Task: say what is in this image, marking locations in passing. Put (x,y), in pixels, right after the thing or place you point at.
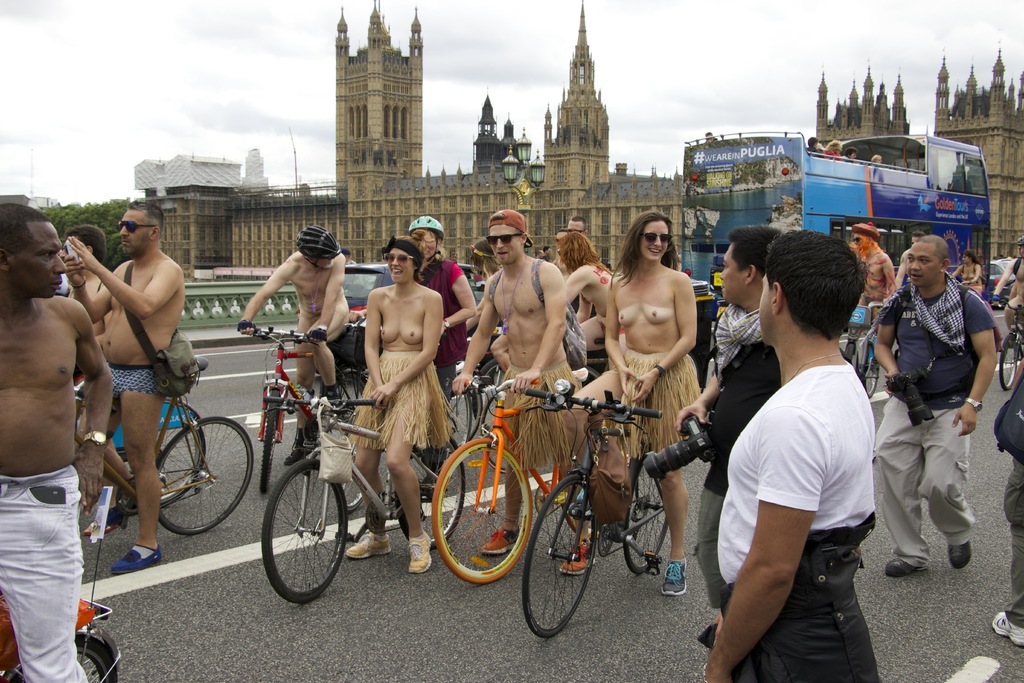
This picture is clicked in the city. Here, we see many people (443,345) riding bicycle (474,528) and behind them, we see a monument (493,178). Beside that, we see a bus (795,191) which is blue in color and on the left corner of the picture (107,209), we see tree (108,224). We even see sky (8,42).
